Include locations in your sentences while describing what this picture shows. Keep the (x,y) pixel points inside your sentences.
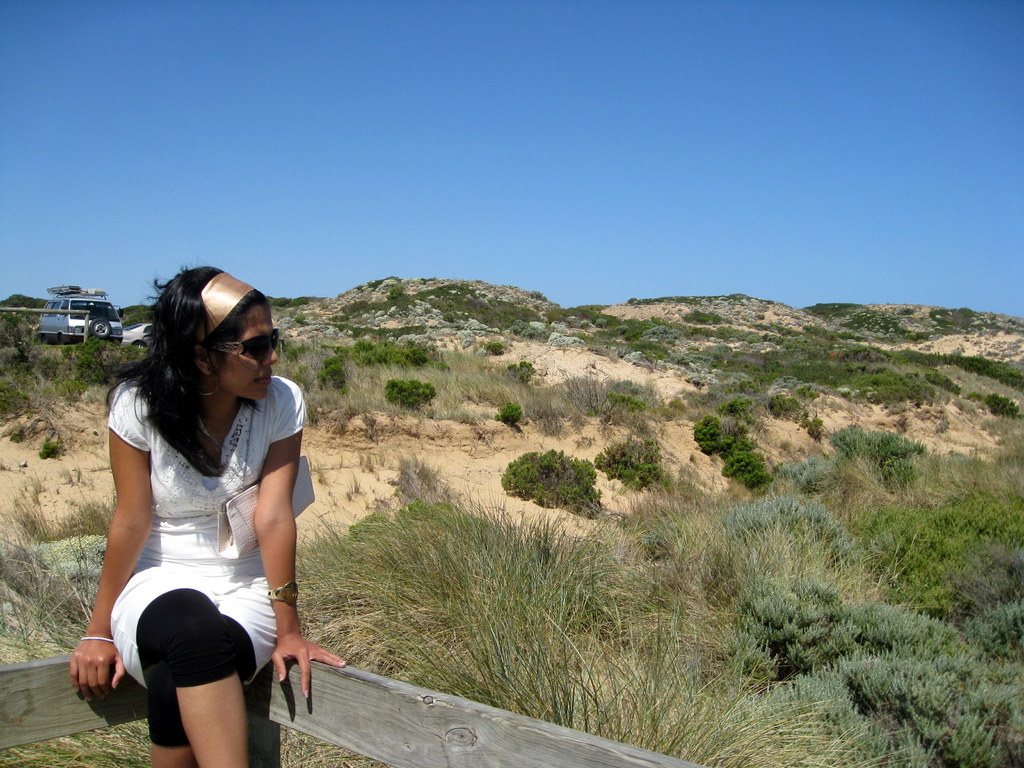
In this picture we can see a woman (189,517) sitting on a wooden plank (400,701). She wore white color top (197,503), nice watch (279,592), goggles (269,344), hair band (230,285), she is carrying purse (228,520) and in the background (97,508) we can see some hills (742,380) with trees (763,593) and a car (86,299), luggage (79,288) on it and above it there is a sky (446,153).
